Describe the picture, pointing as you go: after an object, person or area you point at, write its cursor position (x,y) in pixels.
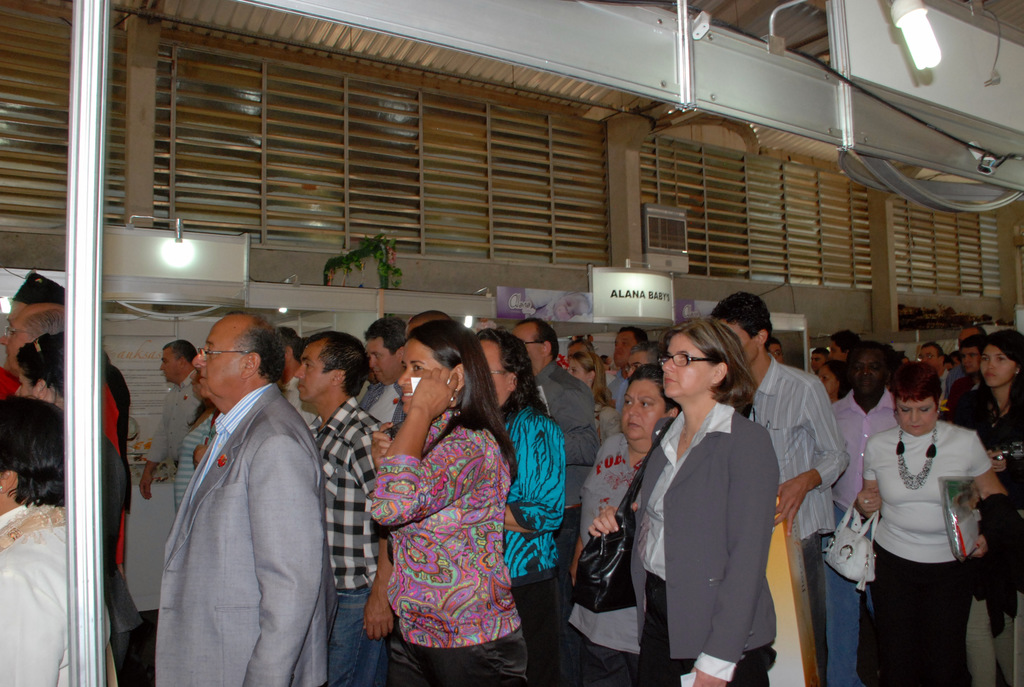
There are groups of people (557,370) standing. This looks like a name board (626,293), which is attached to the wall (494,281). Here is a light (924,12). I think these look like the windows (585,209). Here is a pole (87,397).
